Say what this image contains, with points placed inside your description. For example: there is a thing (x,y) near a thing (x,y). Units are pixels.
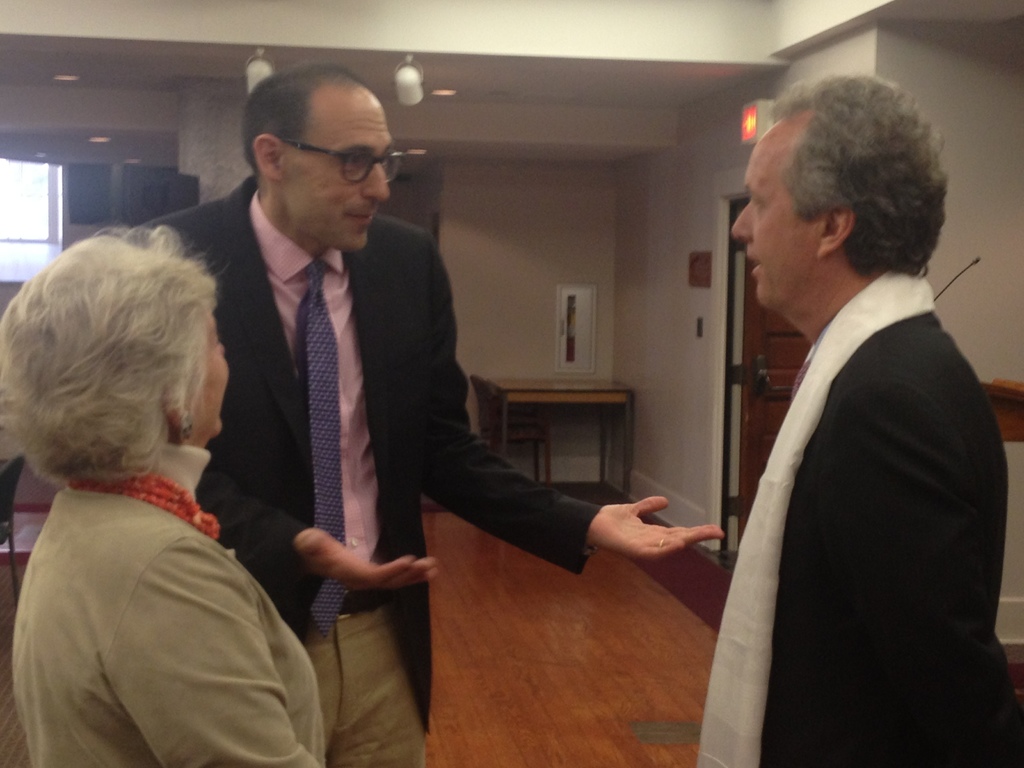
In the picture I can see three persons (536,533) standing and there are few other objects (628,443) in the background (626,427).
